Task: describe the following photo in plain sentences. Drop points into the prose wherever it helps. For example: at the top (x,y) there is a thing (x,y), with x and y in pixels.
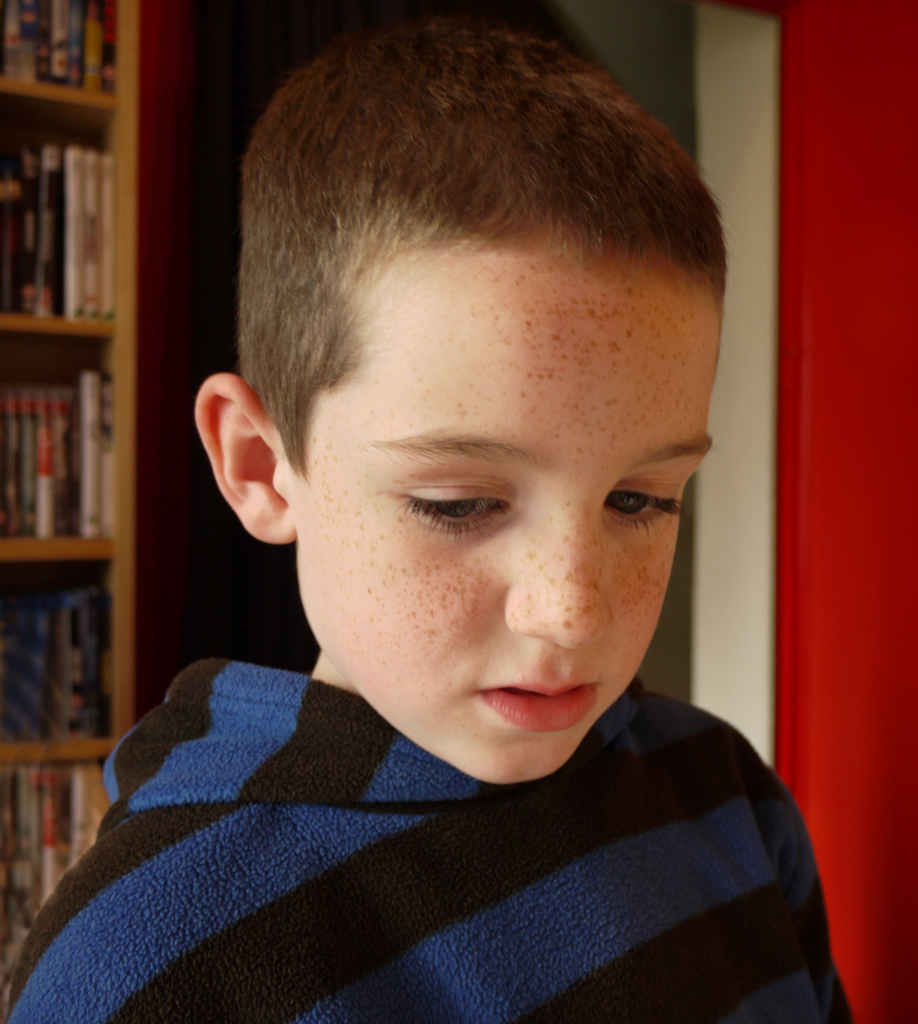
In this image I can see a boy (342,628) in the front (354,512), I can see he is wearing blue and black colour hoodie (359,865). On the left side of this image (91,466) I can see number of books (37,443) on the shelves (53,571) and on the right side of this image (857,44) I can see a red colour thing (800,631).
